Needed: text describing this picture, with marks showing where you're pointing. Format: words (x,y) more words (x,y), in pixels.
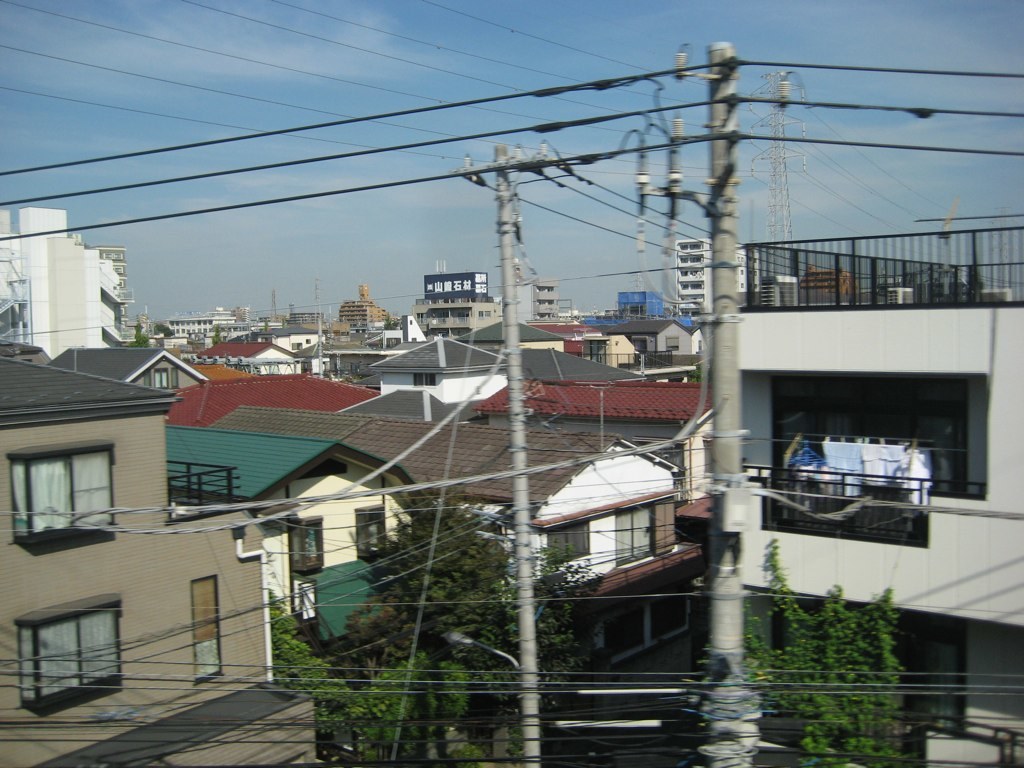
In this picture we can see buildings (278,395) and electric poles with wires (455,413), here we can see trees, clothes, some objects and we can see sky (568,225) in the background (540,233).
